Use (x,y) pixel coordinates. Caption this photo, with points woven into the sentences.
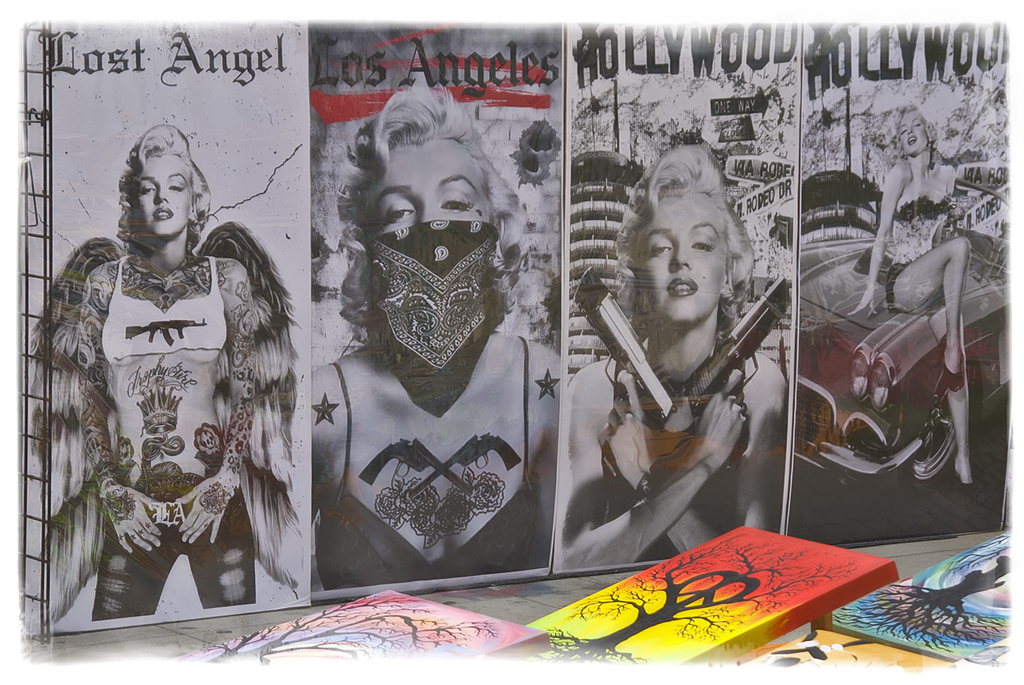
In the image in the center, we can see boxes (559,633). In the background (513,294) there is a poster (635,246). On the poster (838,157), we can see few people (239,391) and something written on it.
